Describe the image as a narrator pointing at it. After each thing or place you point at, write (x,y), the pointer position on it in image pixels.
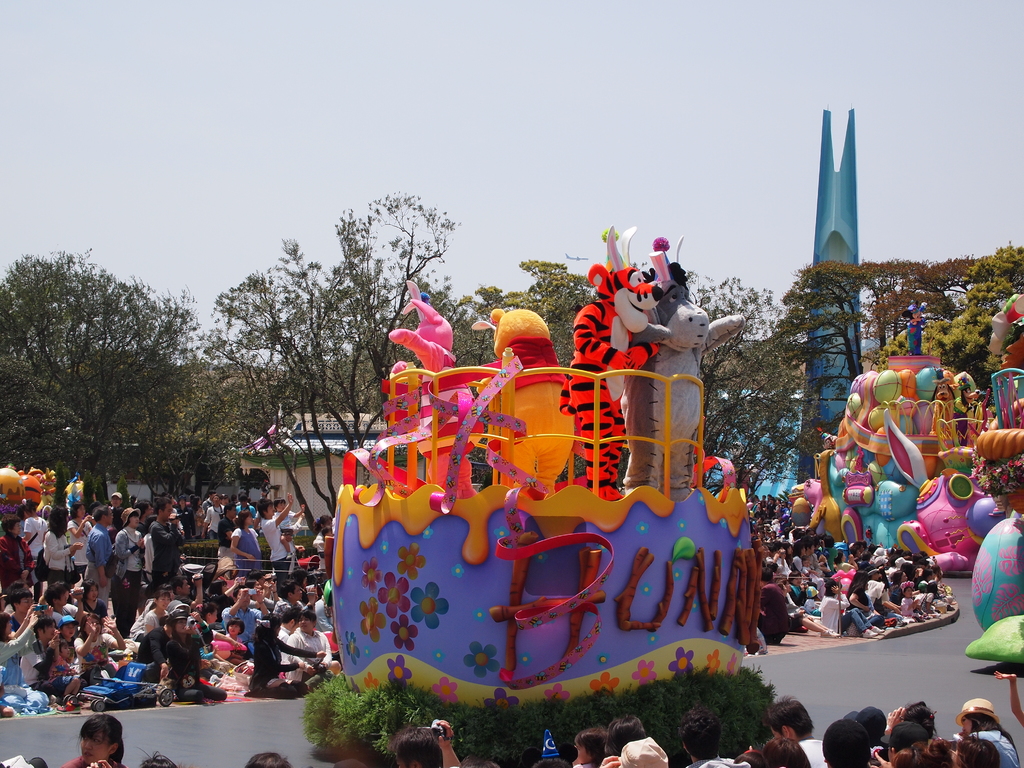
In this picture we can observe some people (259,647) sitting on the side of the road (300,704). Some of them was standing. We can observe some toys (595,346) standing behind this yellow color railing (592,440). On the right side (836,458) there are some colorful toys (898,458). In the background (774,369) there are trees (215,369) and a sky (263,116).
